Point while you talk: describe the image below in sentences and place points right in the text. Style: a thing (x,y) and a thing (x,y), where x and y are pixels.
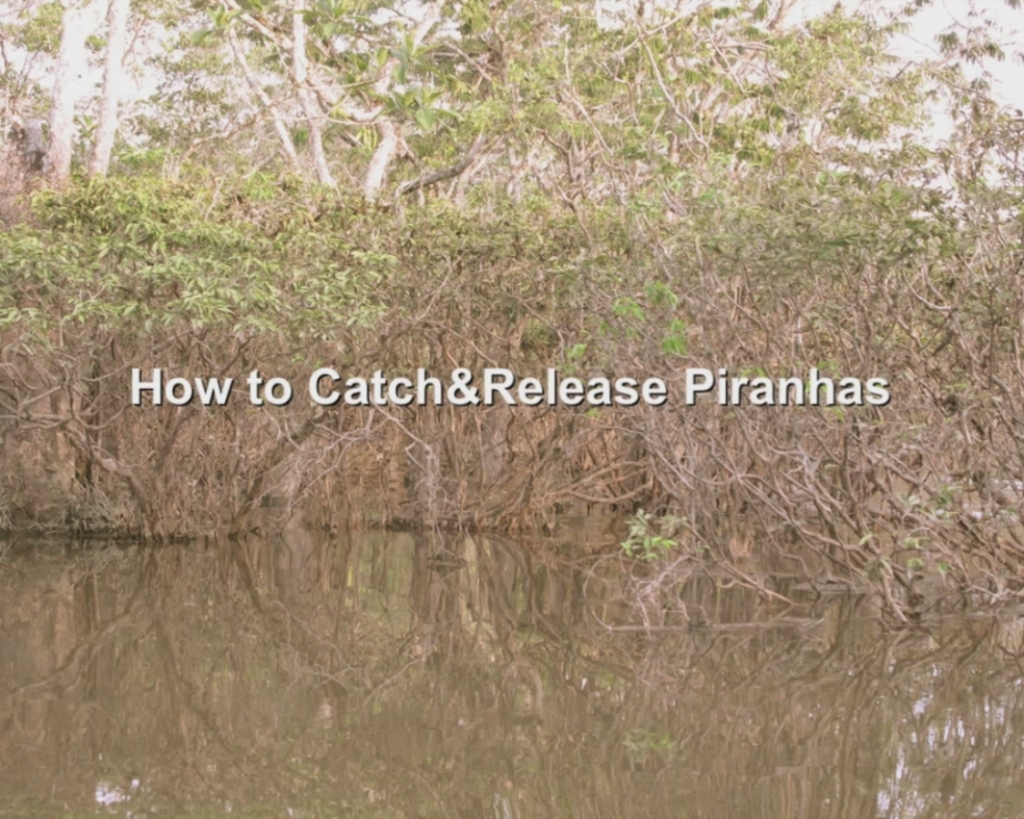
In the front of the image (523,581) there is water (436,650). In the background of the image (905,257) there are trees (464,324). Through trees (788,94) sky (910,48) is visible. Something is written in the middle of the image (554,394).
